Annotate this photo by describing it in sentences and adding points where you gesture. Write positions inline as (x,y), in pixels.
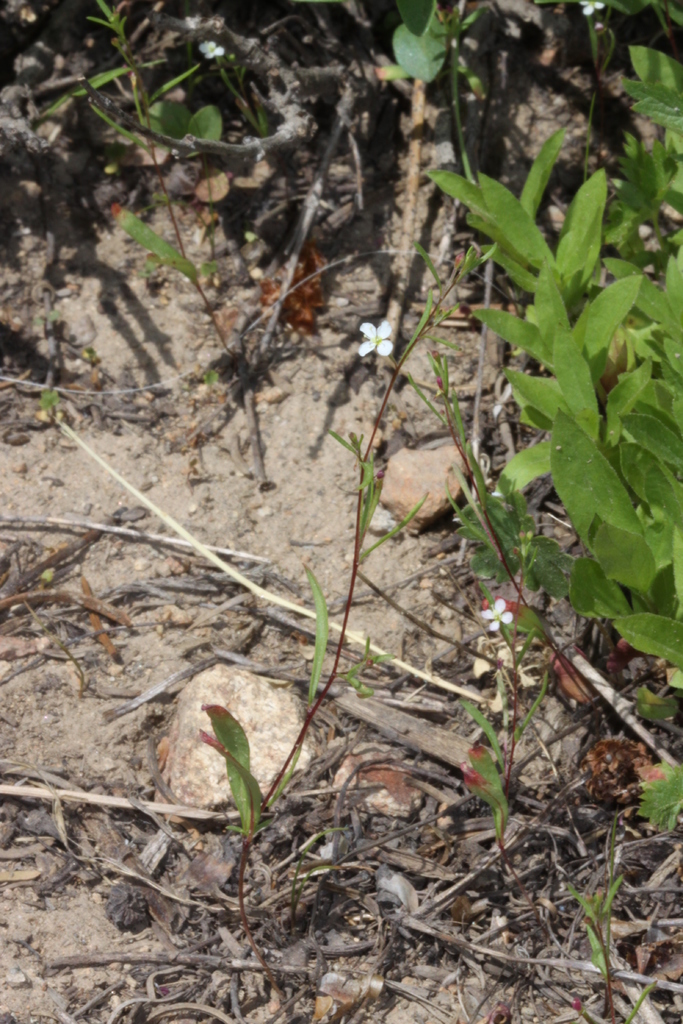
In this picture we can see plants (600,414) and grass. Here we can see white color small flower (363,329). On the bottom left (223,794) there is a stone (223,794).
